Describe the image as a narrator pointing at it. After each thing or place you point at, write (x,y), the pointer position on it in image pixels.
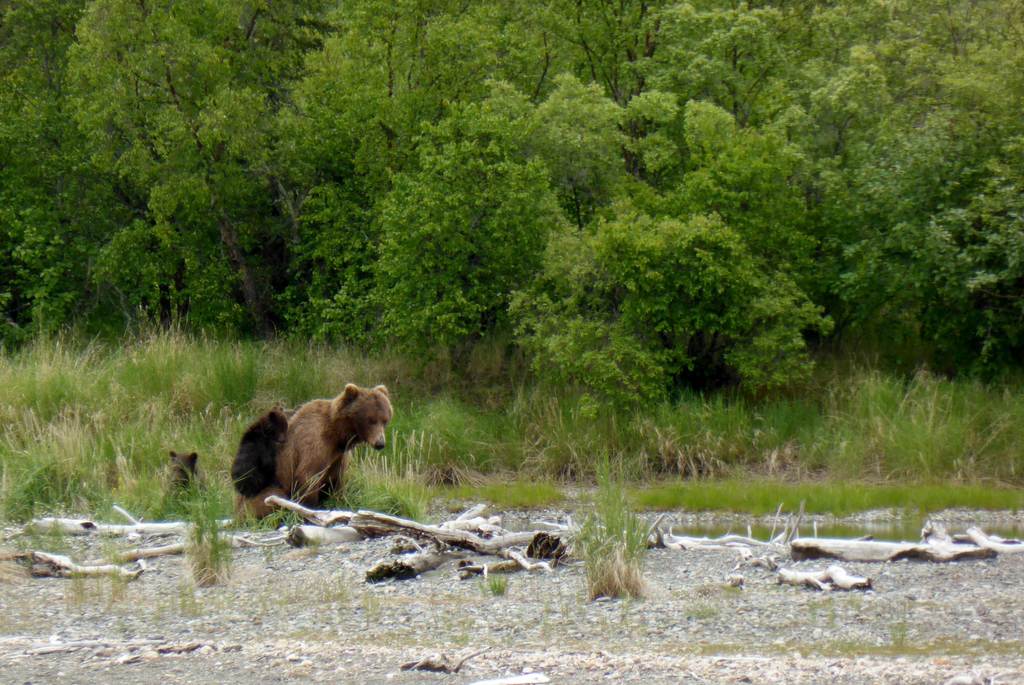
In this picture we can see a few wooden objects (891,556) and animals (326,430). We can see some grass (365,461) and water (901,528). There are a few trees (503,157) visible in the background (654,280).
